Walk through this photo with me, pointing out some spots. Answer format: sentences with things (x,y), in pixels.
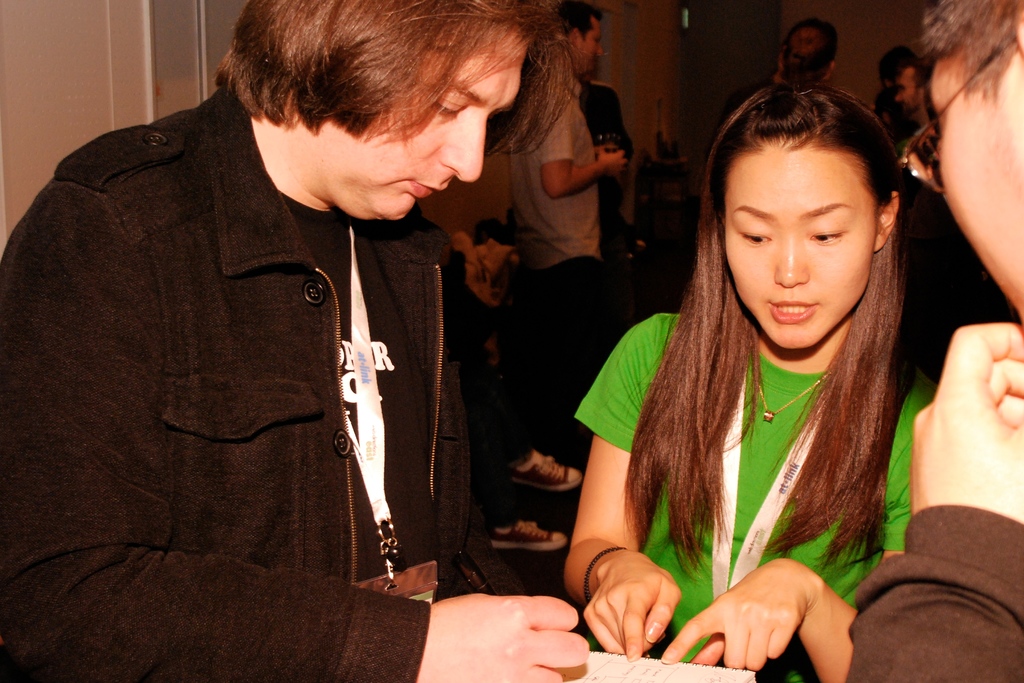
In this image we can see there are so many people (486,560), the person (784,373) who is in the middle (655,455) wears a green t-shirt (657,364) and they are looking into some object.
